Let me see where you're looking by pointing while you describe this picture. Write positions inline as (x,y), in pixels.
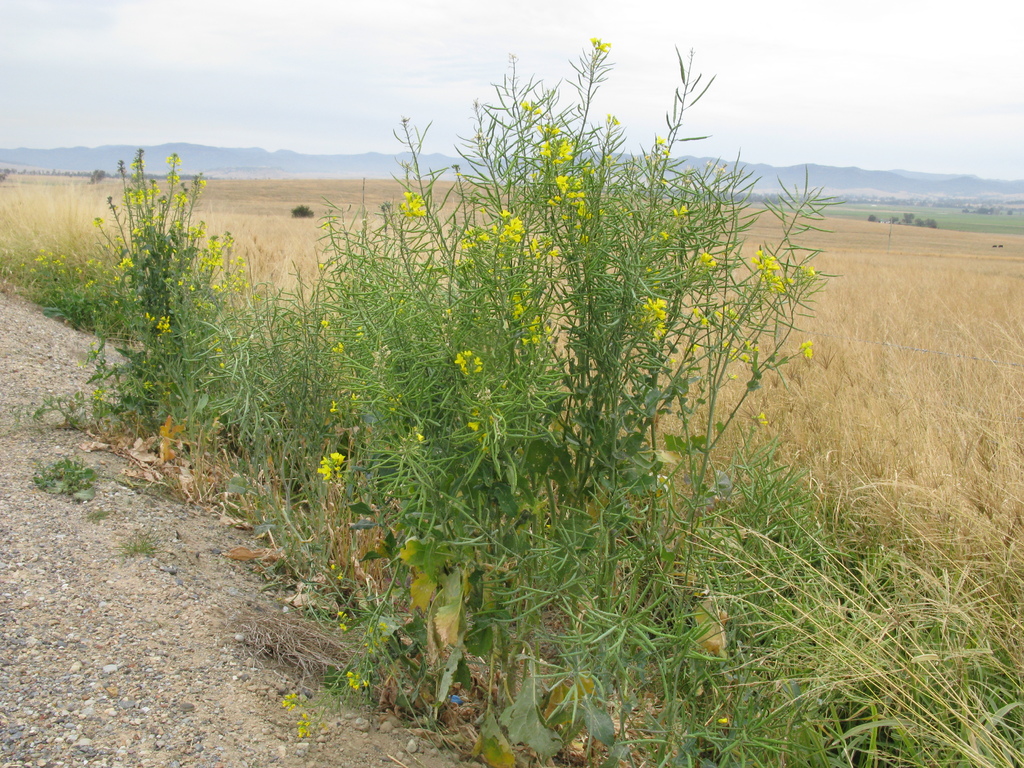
In this image we can see plants (322,479) and flowers (325,325). Behind the plants (383,467) we can see the grass (953,260) and mountains (344,174). At the top (445,93) we can see the sky (391,120).
